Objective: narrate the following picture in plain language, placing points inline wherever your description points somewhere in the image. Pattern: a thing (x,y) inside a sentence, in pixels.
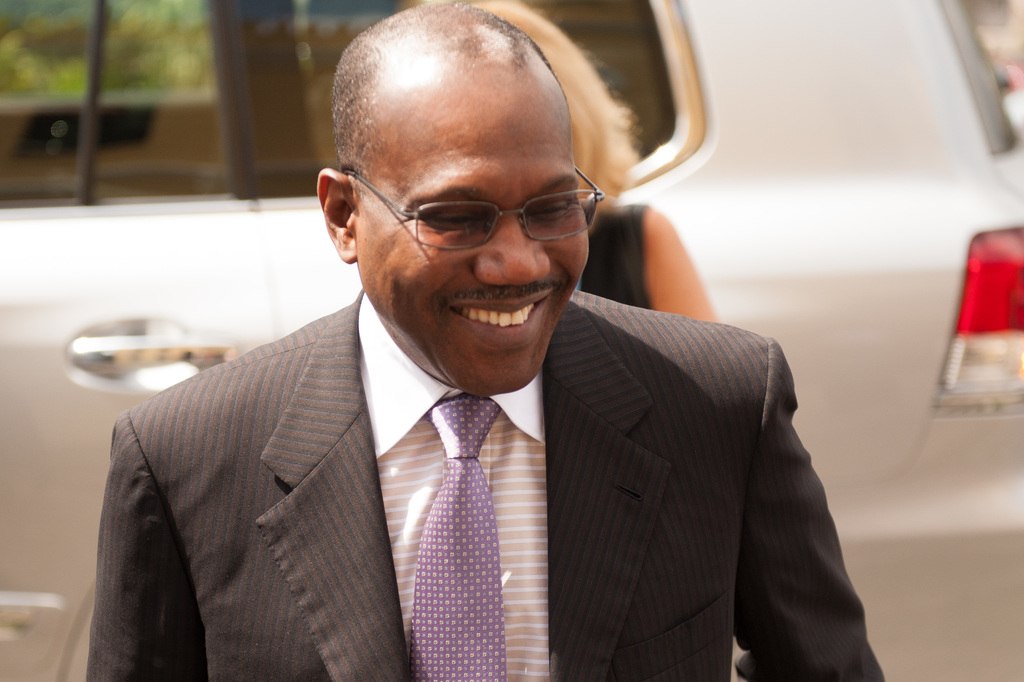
In this image I see a man (639,501) who is wearing suit (643,519) and I see that he is smiling. In the background (543,41) I see another person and I see a white car (1003,287) over here.
